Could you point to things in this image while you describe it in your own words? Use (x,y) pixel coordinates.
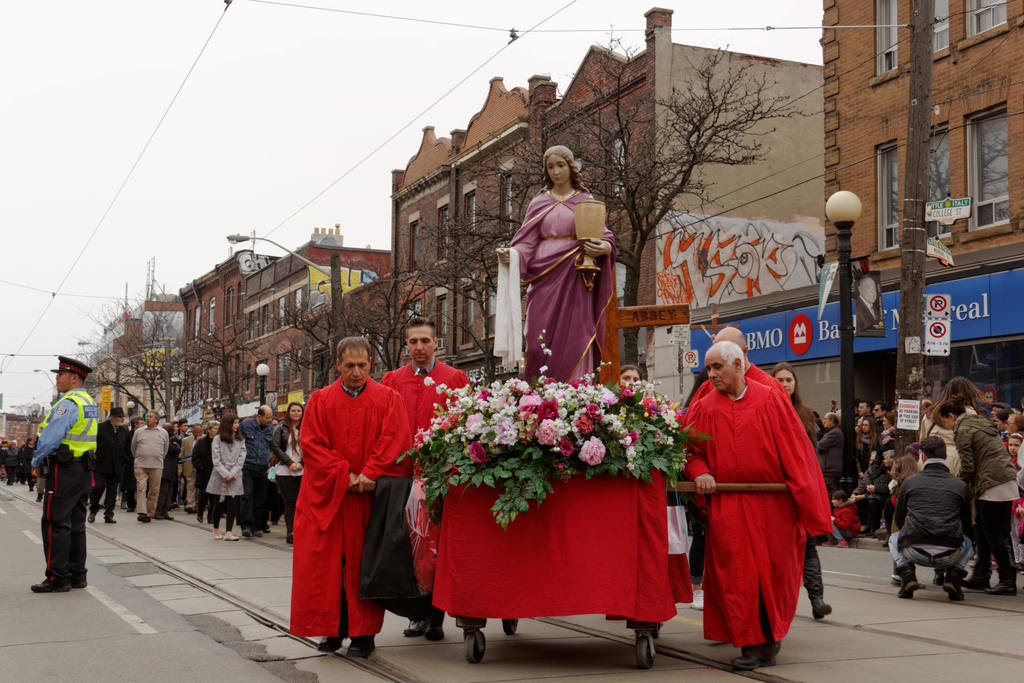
In this picture we can see a group of people (256,437) walking on the road (277,655) and some are standing, cart (609,484) with flowers (565,383), leaves (449,460) and a statue (567,267) on it, trees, buildings (135,351), banner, name boards (961,306), poles (913,300), cap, jacket (78,393) and in the background (48,384) we can see the sky (88,352).
